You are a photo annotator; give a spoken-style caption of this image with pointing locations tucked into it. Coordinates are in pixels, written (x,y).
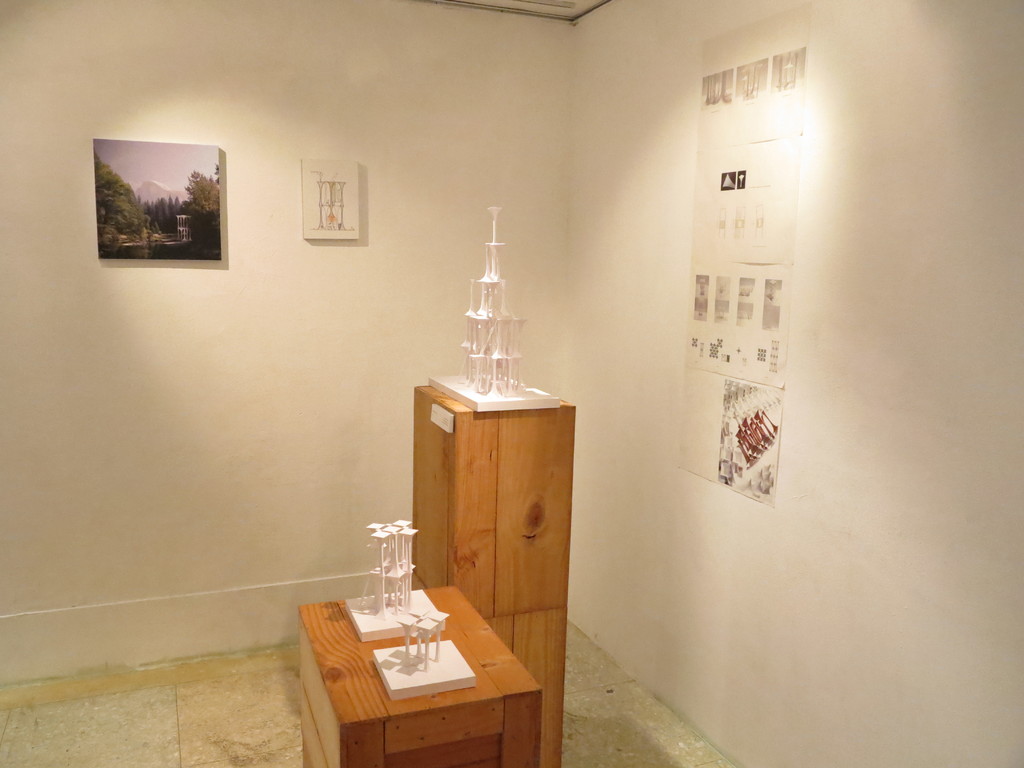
In this picture we can observe a desk (460,702) on which we can observe two white color objects (399,618) were placed. On the right side (693,500) there is a wall (620,371) and we can observe a chart (724,347) stuck to the wall (857,144). We can observe two photo frames (164,195) hanged to the left wall (199,338). The wall (199,338) is in white color.
